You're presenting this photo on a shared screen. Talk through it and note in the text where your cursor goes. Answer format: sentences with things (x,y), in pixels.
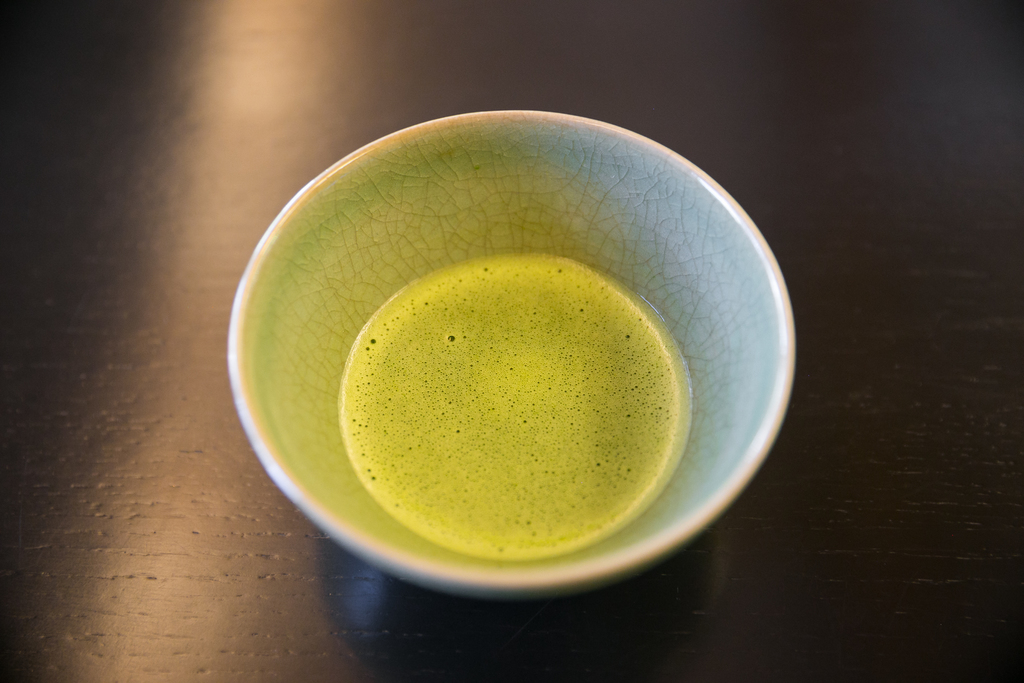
In the image there is a bowl (321,303) on a wooden table (911,607).
